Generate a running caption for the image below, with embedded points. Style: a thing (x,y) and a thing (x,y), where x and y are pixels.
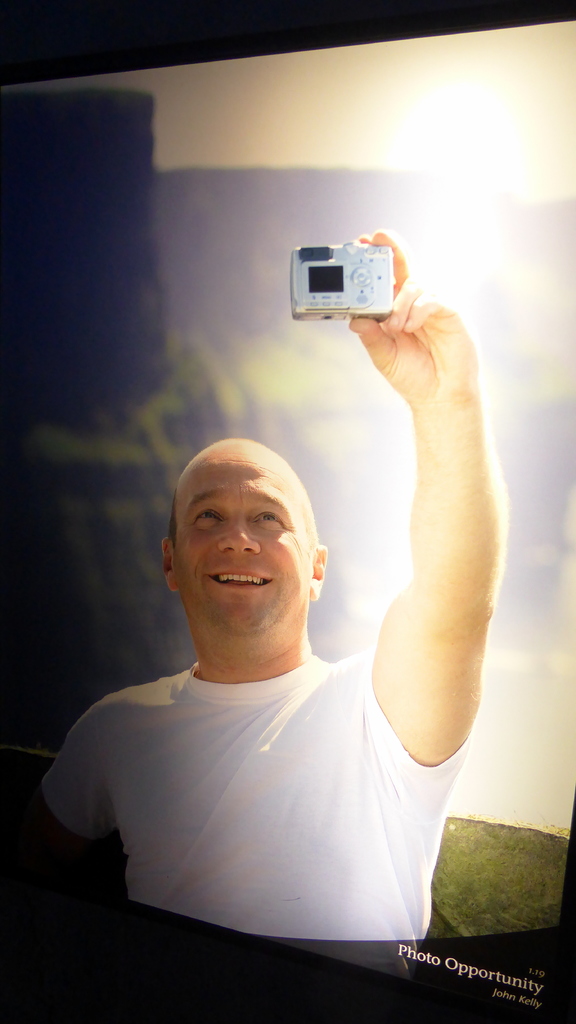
The person (273,799) wearing white shirt (295,801) is holding a camera (368,301) in his left hand (375,326).
